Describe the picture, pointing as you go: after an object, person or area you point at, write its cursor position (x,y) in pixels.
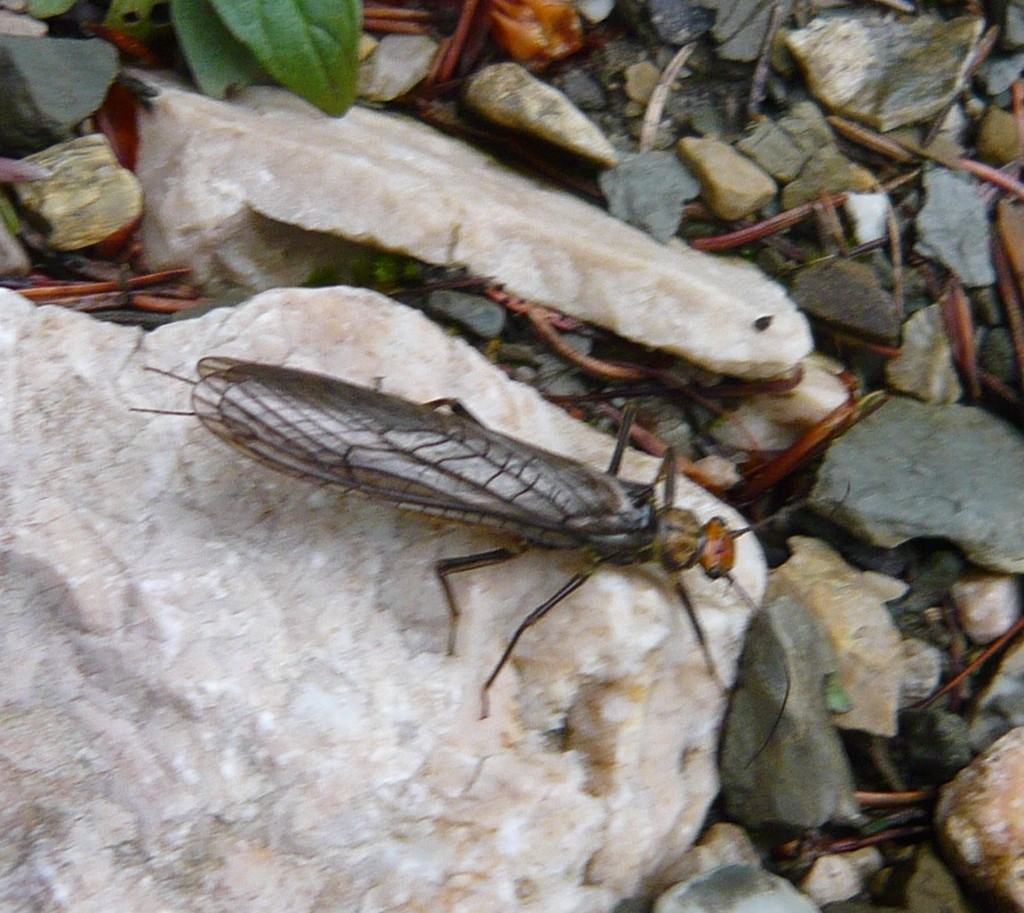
In this image in the front (439,515) there is an insect (457,508) and there are stones (809,358) and there are leaves (248,23).
